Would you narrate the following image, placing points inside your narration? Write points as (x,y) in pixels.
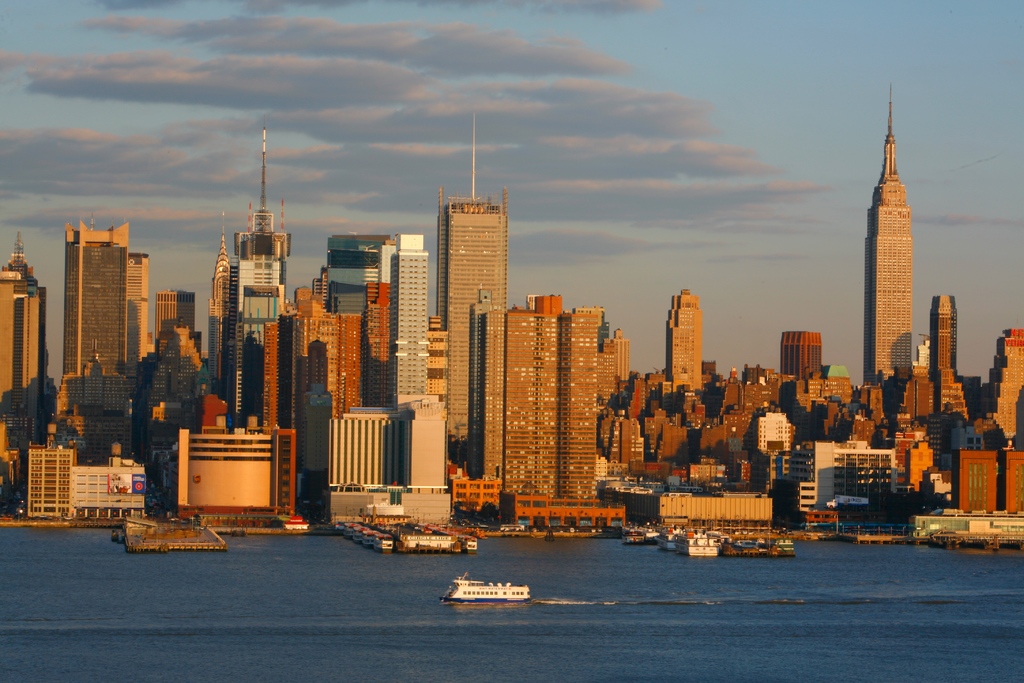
In this image I can see a boat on the water (428,644) and the boat (465,580) is in white color. Background (873,458) I can see few building (427,496) in brown and white color.
